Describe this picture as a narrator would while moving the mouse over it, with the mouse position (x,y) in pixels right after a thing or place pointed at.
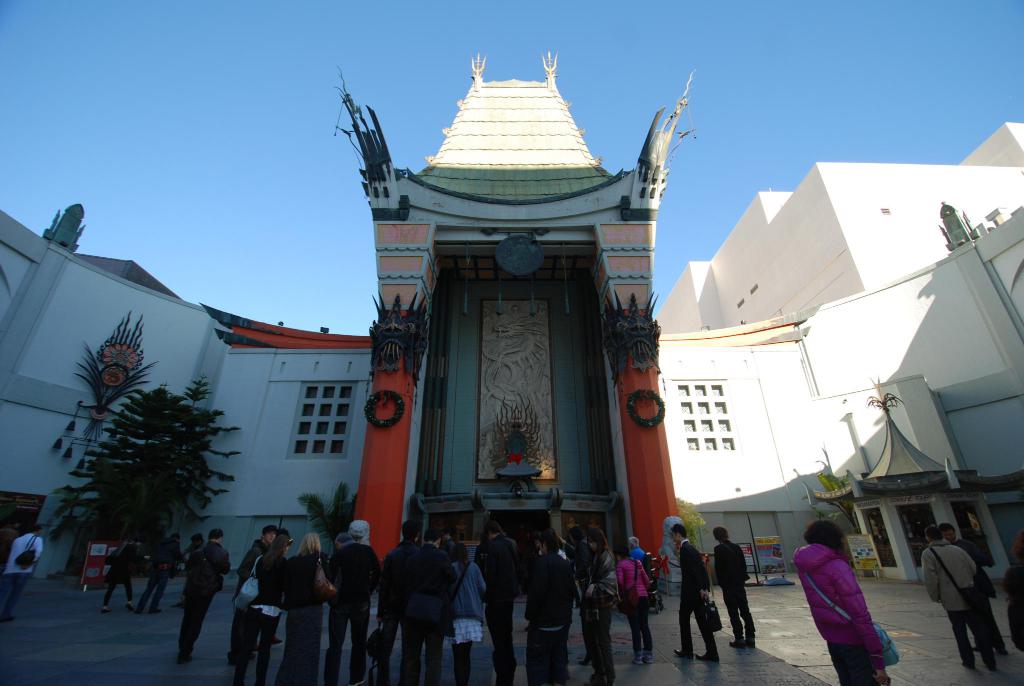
In this picture we can see some people (495,561) are standing on the path (212,631). Behind the people (201,606) there are trees (180,488), buildings (375,343) and the sky (333,101).
